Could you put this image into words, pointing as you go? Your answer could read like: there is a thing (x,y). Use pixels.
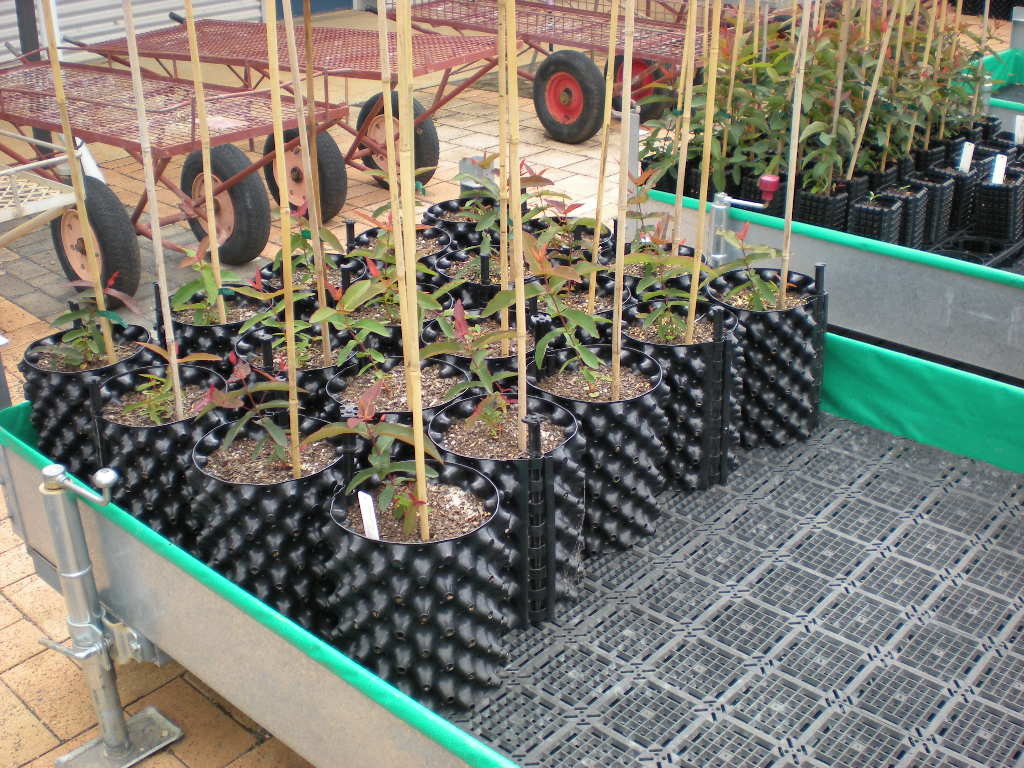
In this image there are so many plants (149,409) kept on a tray (865,373) in front of that there are so many trolleys (77,108).
